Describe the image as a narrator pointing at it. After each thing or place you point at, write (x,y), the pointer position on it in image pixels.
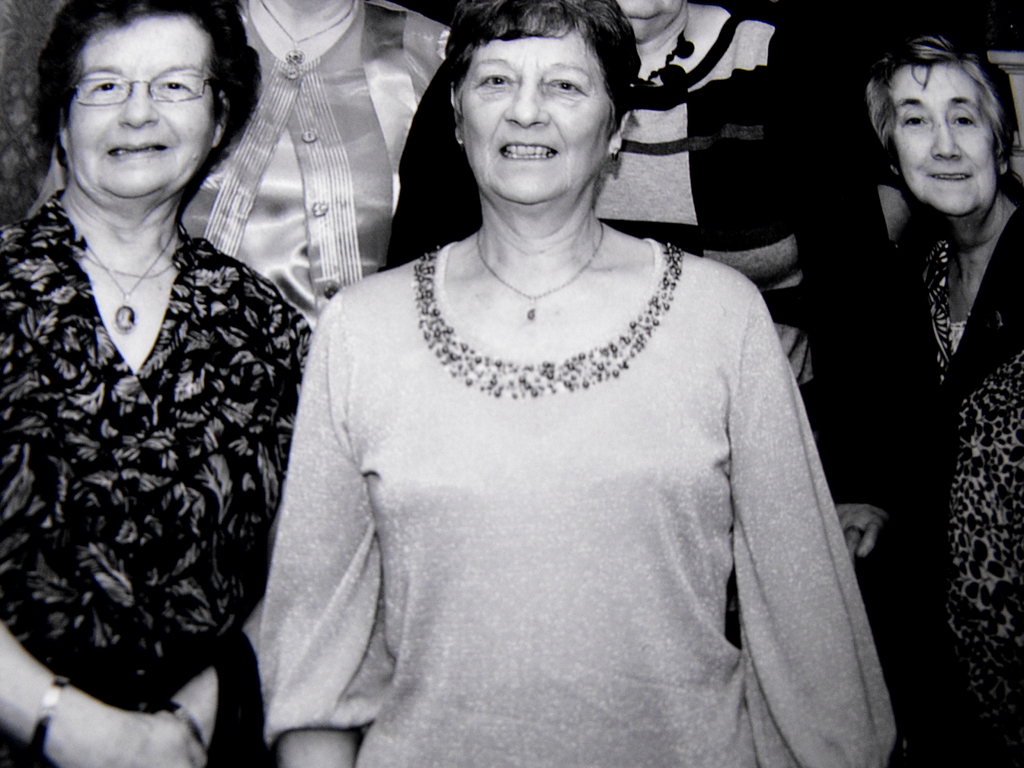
This is a black and white image. In this picture we can see five ladies (362,405) are standing and wearing dresses (258,554).
